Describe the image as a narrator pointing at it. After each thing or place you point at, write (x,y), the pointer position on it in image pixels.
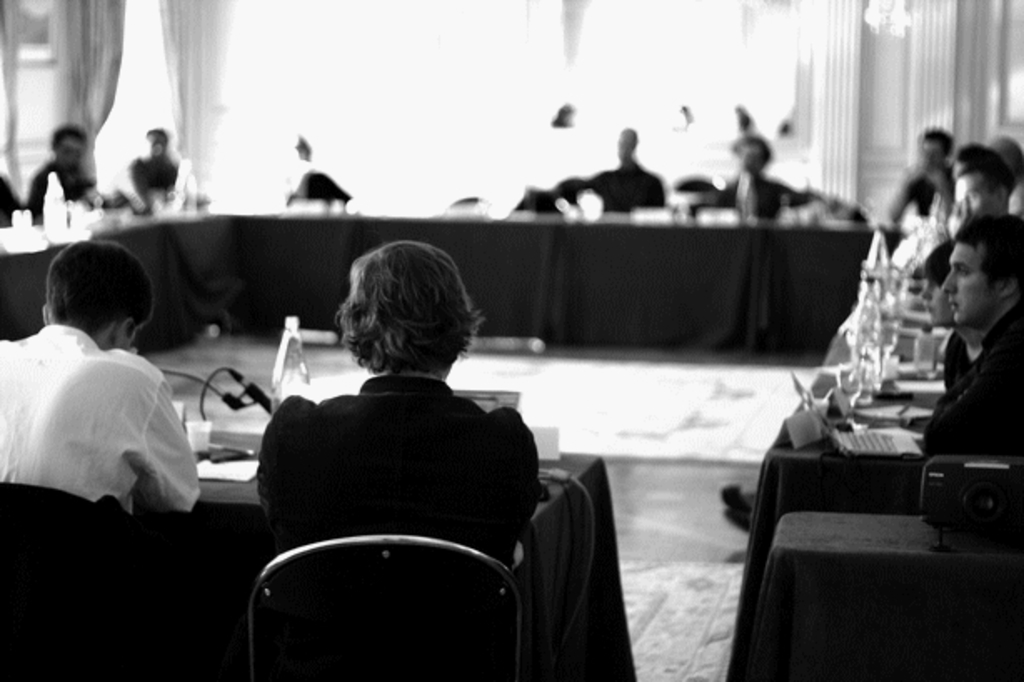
In the image few people (948,444) are sitting on a chair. In front of them there is a table (471,238), On the table (544,287) there are some products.
